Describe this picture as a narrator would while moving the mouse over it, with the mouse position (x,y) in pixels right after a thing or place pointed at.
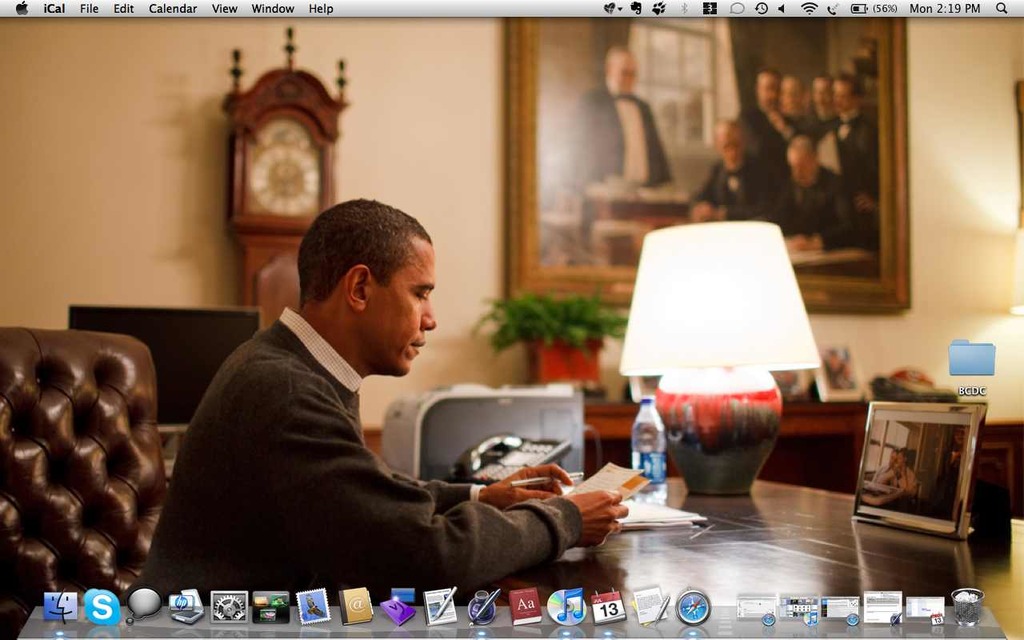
In the image we can see one person (325,491) sitting on the chair (119,478) around the table (746,525), on table (776,524) there is a lamp (749,324), water bottle (644,453) and phone (516,456). In the background (547,267) there is a wall (418,193), photo frame (613,76) and clock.
